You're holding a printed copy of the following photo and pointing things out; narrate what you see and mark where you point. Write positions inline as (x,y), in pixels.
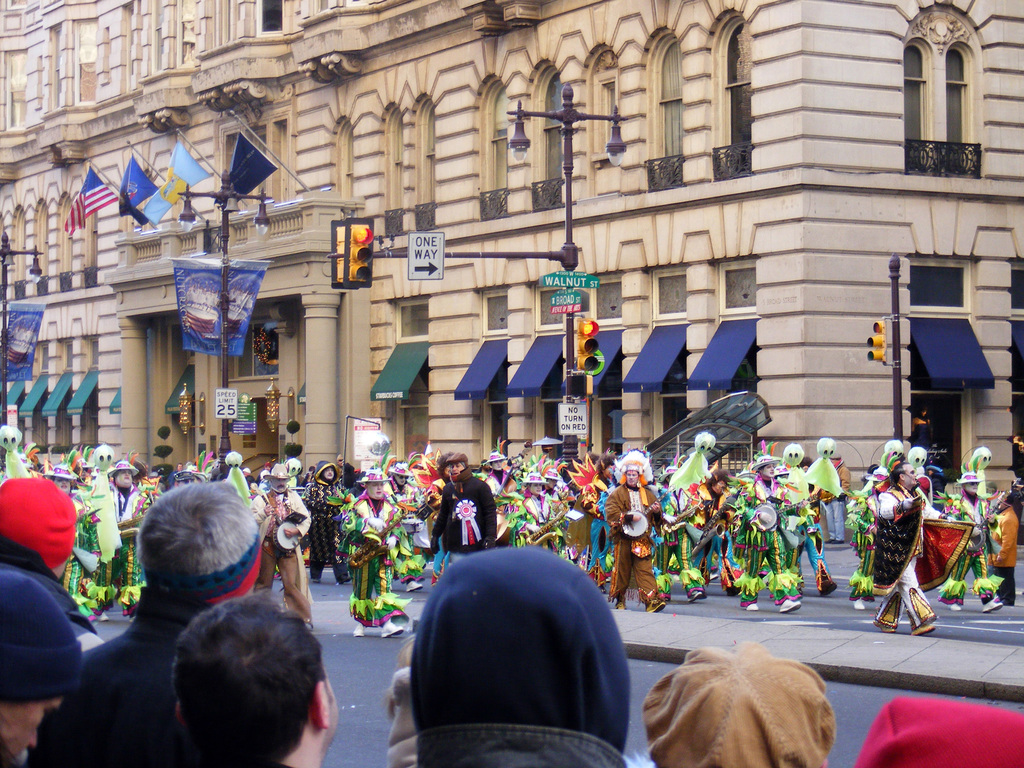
In this image we can see a group of people (637,517) walking on the road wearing some costumes (646,490). On the bottom of the image (780,690) we can see some people (757,682). On the backside (376,316) we can see a building (858,476) with windows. We can also see some flags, street poles (258,227), banners (234,262), some traffic lights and the sign boards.
